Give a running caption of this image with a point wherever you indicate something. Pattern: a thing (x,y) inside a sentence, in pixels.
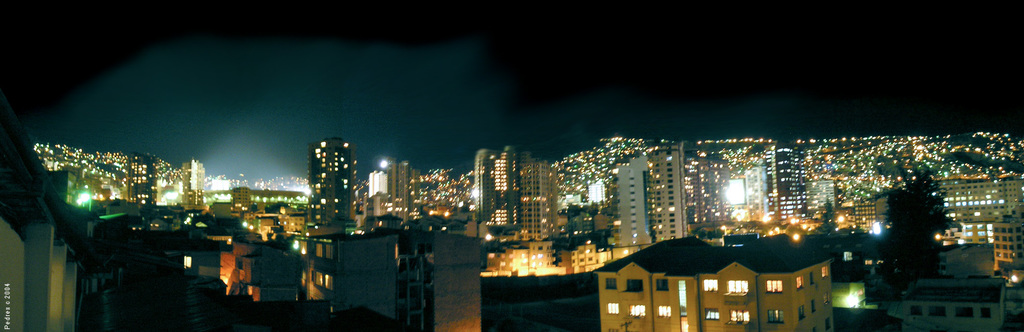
This image is taken in the nighttime. In this image there are so many buildings (415,178) with the lights (284,212).
